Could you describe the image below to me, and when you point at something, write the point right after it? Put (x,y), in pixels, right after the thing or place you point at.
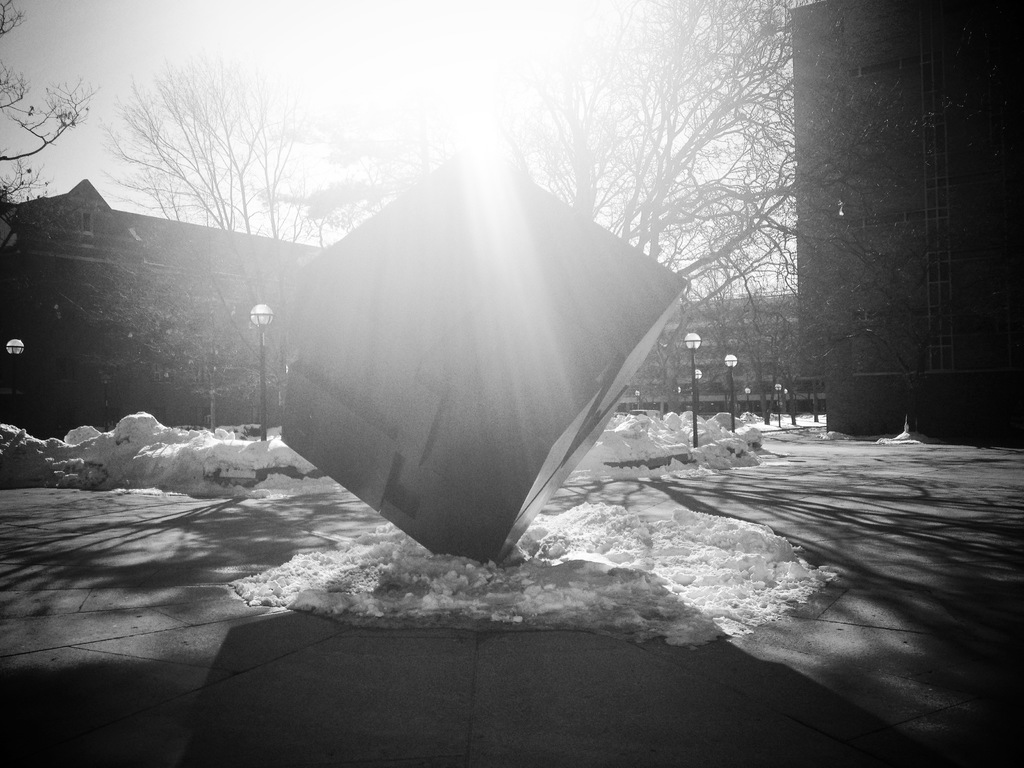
As we can see in the image there is snow (597,546), street lamps (730,368), buildings (718,319), trees (234,106) and sky (129,94).
